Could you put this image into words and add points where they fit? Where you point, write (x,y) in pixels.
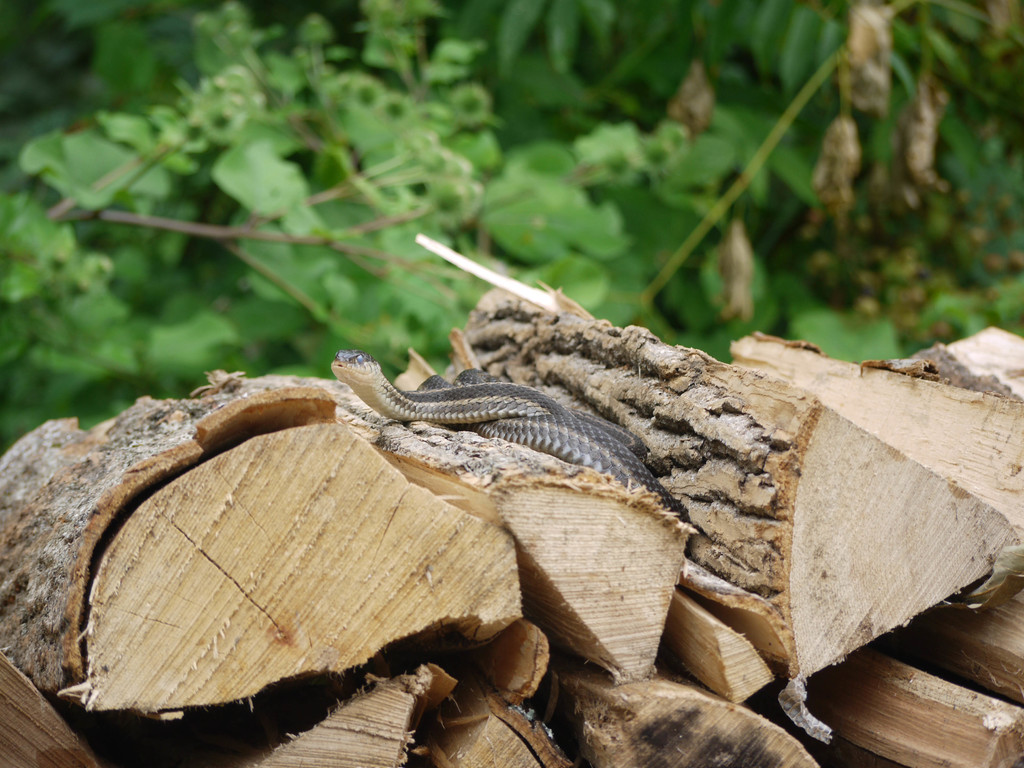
In this picture we can see a snake (377,381), wooden logs (412,533) and in the background (173,205) we can see trees (612,116).
